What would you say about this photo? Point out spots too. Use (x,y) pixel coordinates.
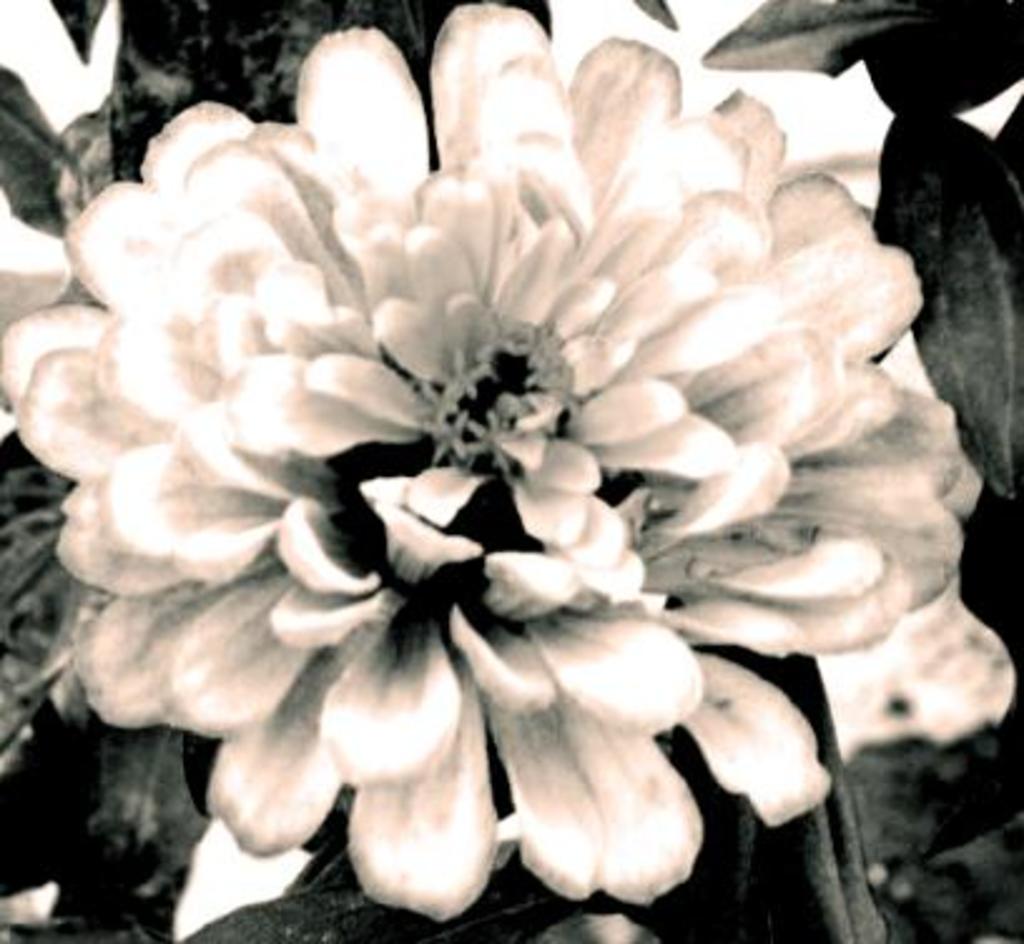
In this image I can see a flower (618,633). This is a black and white image.
